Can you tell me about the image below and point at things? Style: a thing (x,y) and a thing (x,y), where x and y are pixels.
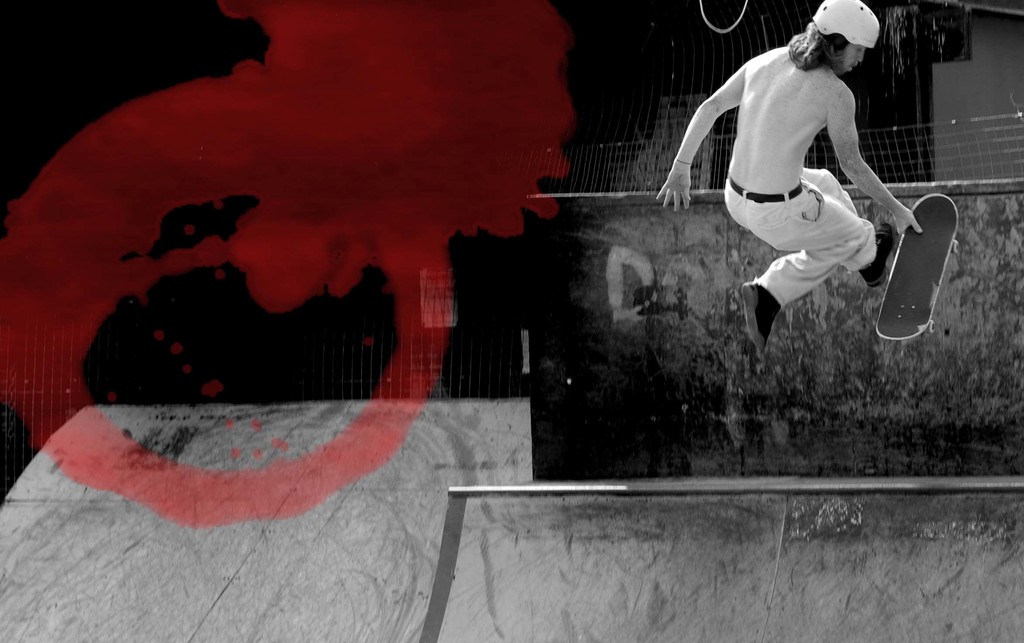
In this image there is a person (806,137) in the air and he is holding a skateboard (899,262) in his hand (895,212), in front of him there is a wall (687,285) and a net fence (984,129), behind the net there is like a building (968,59). On the left side of the image (119,206) the background (32,78) is dark and there is a watermark (405,185) in red color.
